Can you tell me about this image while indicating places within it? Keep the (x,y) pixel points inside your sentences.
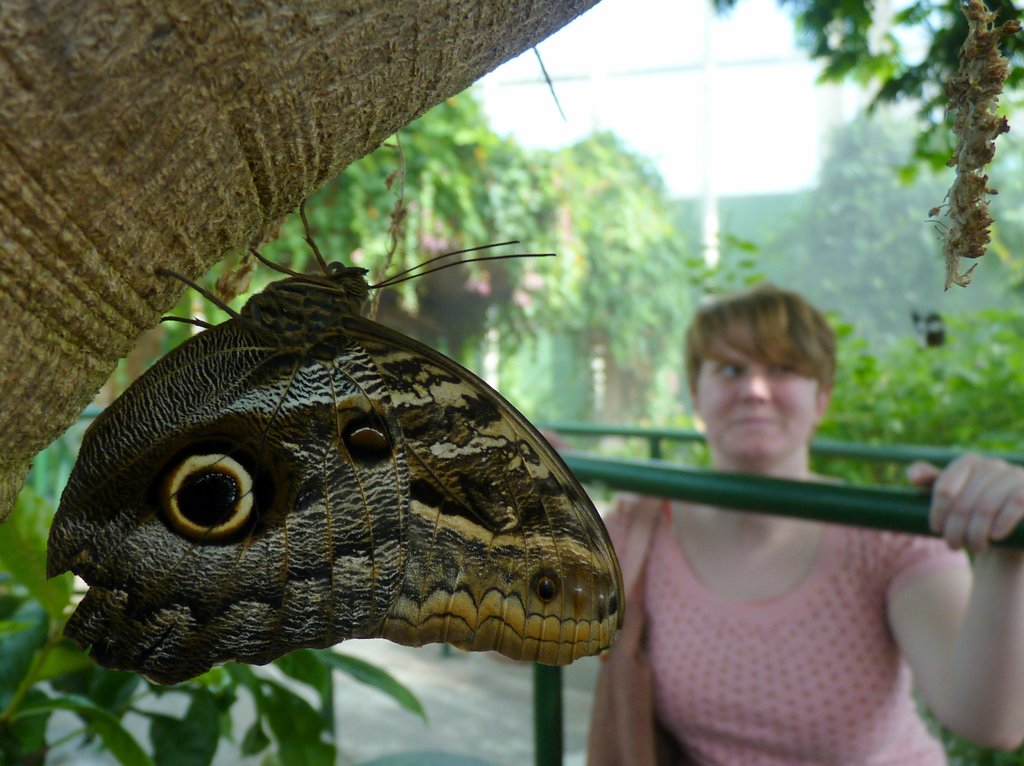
In this image I can see the butterfly (260,621) and the butterfly (276,630) is in brown and gray color. I can also see the person (876,603) and the person (850,744) is wearing pink color shirt (737,709), background (955,422) I can see trees (520,192) in green color and the sky (685,106) is in white color.
